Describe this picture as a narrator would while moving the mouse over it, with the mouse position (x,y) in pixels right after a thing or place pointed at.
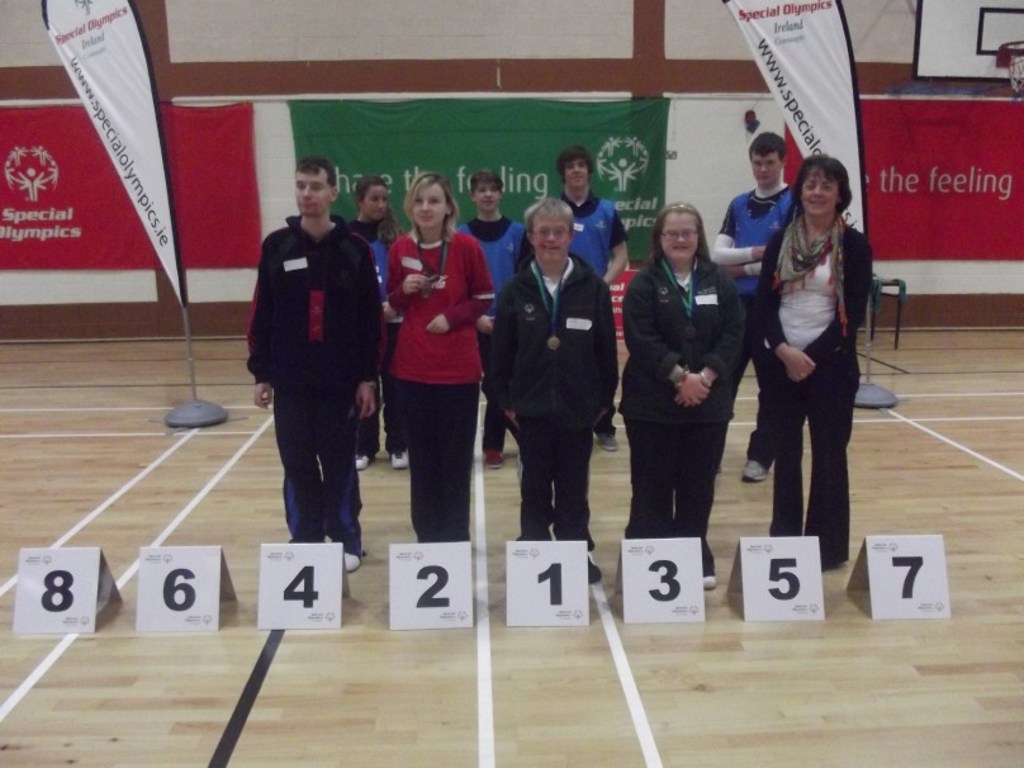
In the center of this picture (549,314) we can see the group of persons (395,417) standing on the ground (235,464) and we can see the objects (341,598) placed on the ground (833,600) on which we can see the numbers (905,583). In the background (493,139) we can see the banners (766,41) on which we can see the text (146,198) and we can see the wall (503,57) and some other objects (962,64).
